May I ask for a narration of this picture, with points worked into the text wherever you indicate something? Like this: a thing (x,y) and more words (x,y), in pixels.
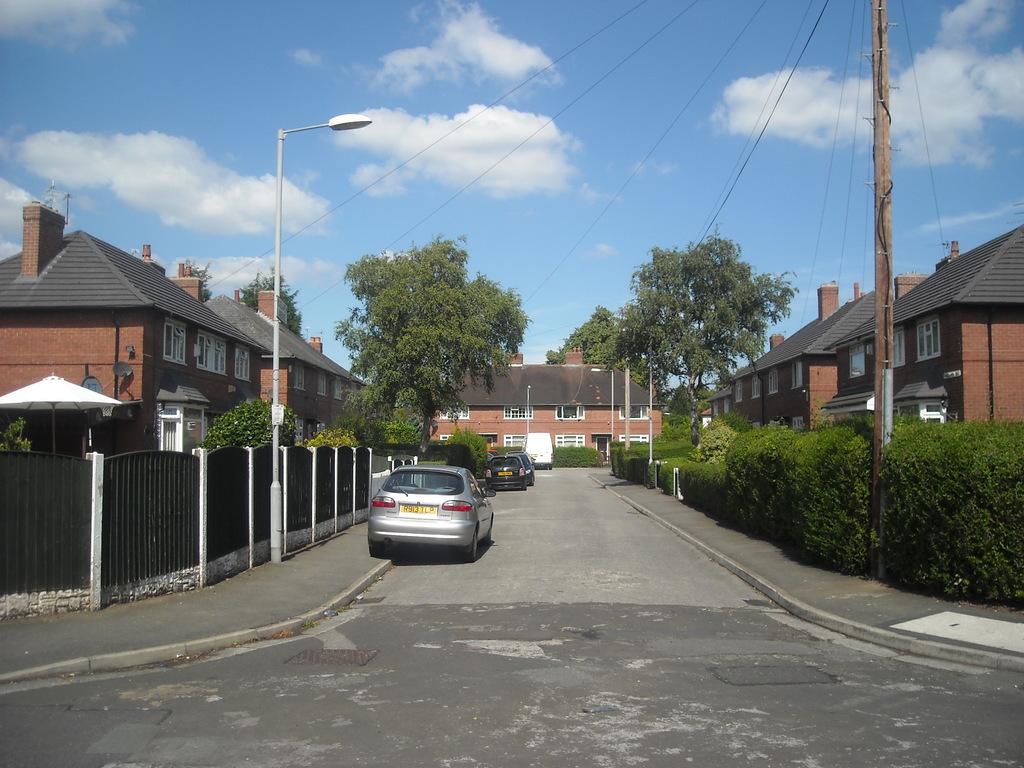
In the image there is a road (539,488), beside the road (554,485) there are few cars (523,482) parked and around the road (517,500) there are plants (836,458), trees (406,325) and houses (313,366).
